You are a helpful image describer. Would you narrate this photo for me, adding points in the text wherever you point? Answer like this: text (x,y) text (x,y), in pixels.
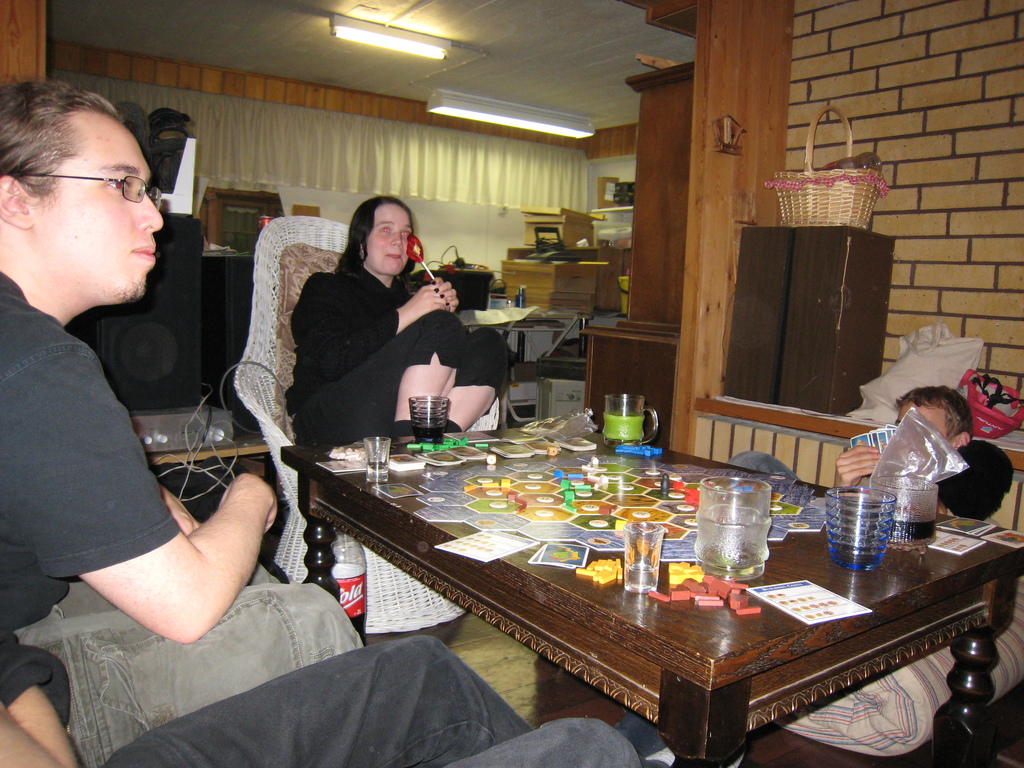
In this picture we can see two persons (303,377) sitting on the chairs (258,371). This is table (499,621). On the table (490,611) there are glasses (849,524), cards (487,539), and jar (655,425). On the background (935,139) there is a wall (953,217) and this is cupboard (812,291). Here we can see a basket (836,182). This is curtain (528,173) and these are the lights (534,110).
